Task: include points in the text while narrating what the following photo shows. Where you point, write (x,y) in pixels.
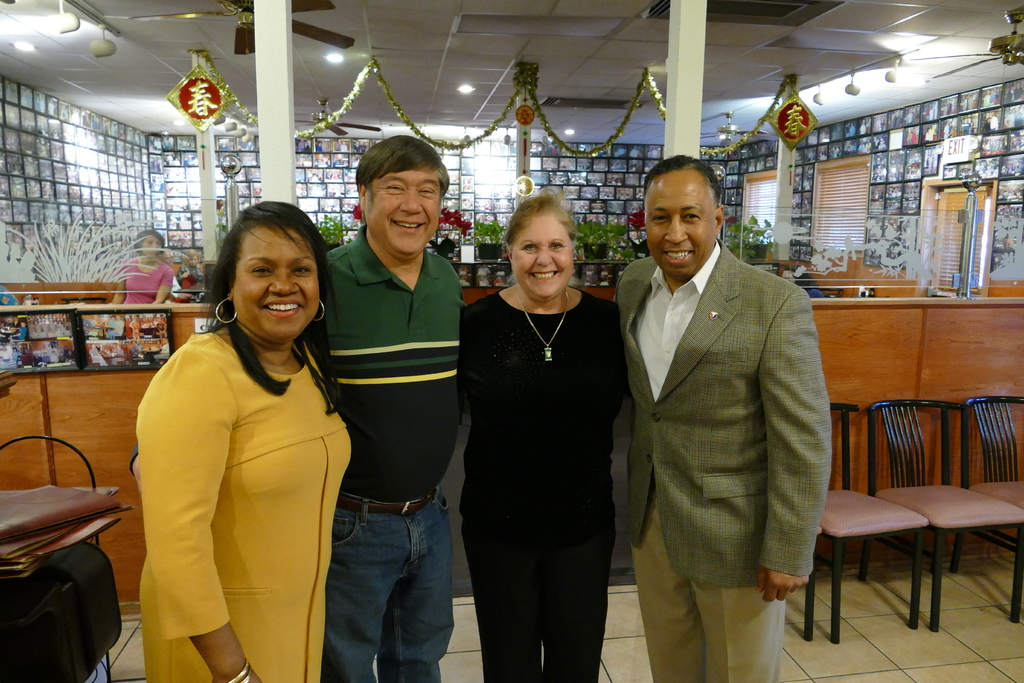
This picture is clicked inside. In the center (513,401) we can see the group of persons (405,326) smiling and standing on the ground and we can see the chairs (939,536) and many other objects (51,590) are placed on the ground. In the background (170,199) we can see the wall (106,221), pillars (207,250), windows (749,175), window blinds (956,246) and many other objects (112,317) and we can see the group of persons (162,287). At the top (425,37) there is a roof (448,80) and we can see the ceiling lights (467,88), ceiling fans (247,38) and some other objects (201,131) are hanging on the roof (612,124).
